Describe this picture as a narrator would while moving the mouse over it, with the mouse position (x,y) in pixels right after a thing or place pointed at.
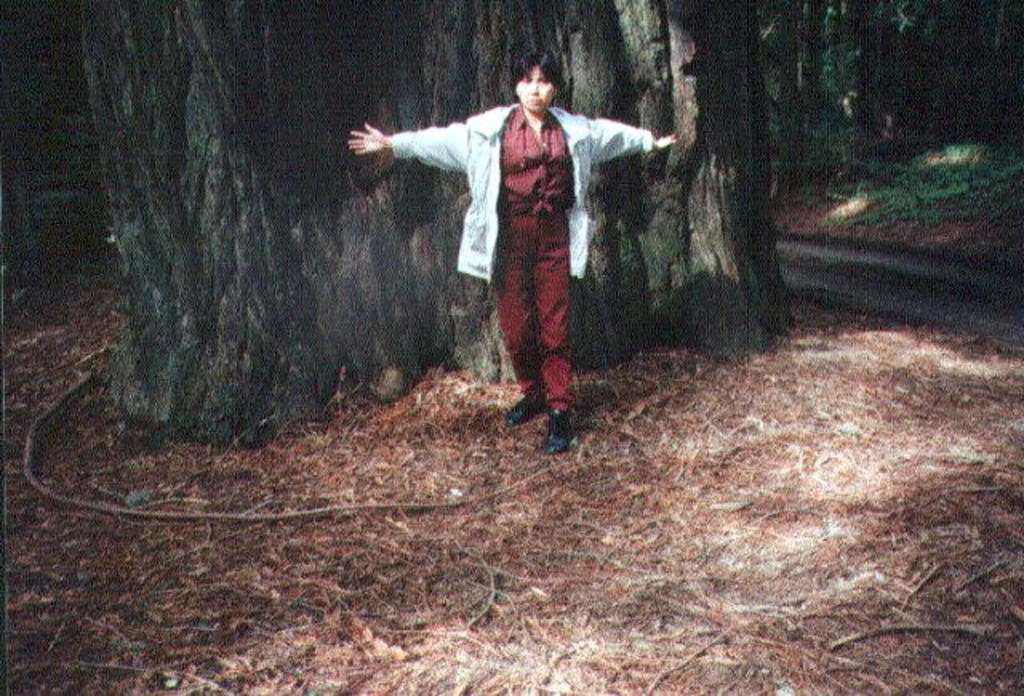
In this image we can see a lady (519,245) is standing in front of a bark (684,144) of a tree (692,178). She is wearing white color jacket (486,175) with red dress (524,241). Background of the image (837,112) we can see some trees (848,100) and the land (619,492) is full of dry leaves (447,548) and grass (930,208).
